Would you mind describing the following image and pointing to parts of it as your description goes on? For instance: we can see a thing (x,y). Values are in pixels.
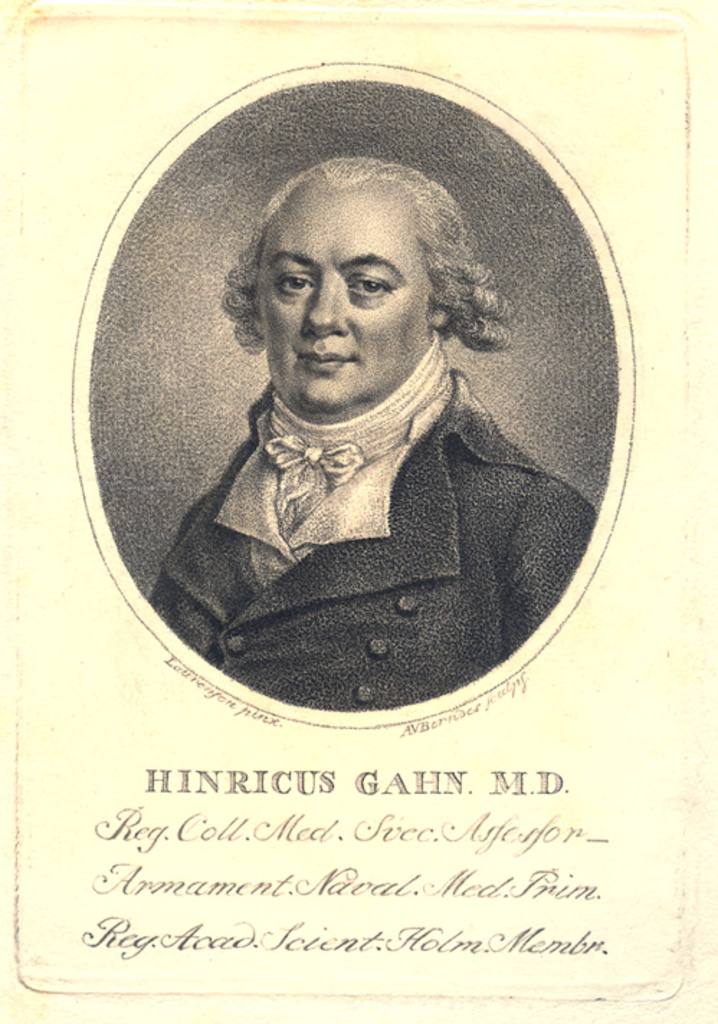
In this image there is one paper (316,835), on the paper (559,629) there is some text (366,791) and one person (366,328).
